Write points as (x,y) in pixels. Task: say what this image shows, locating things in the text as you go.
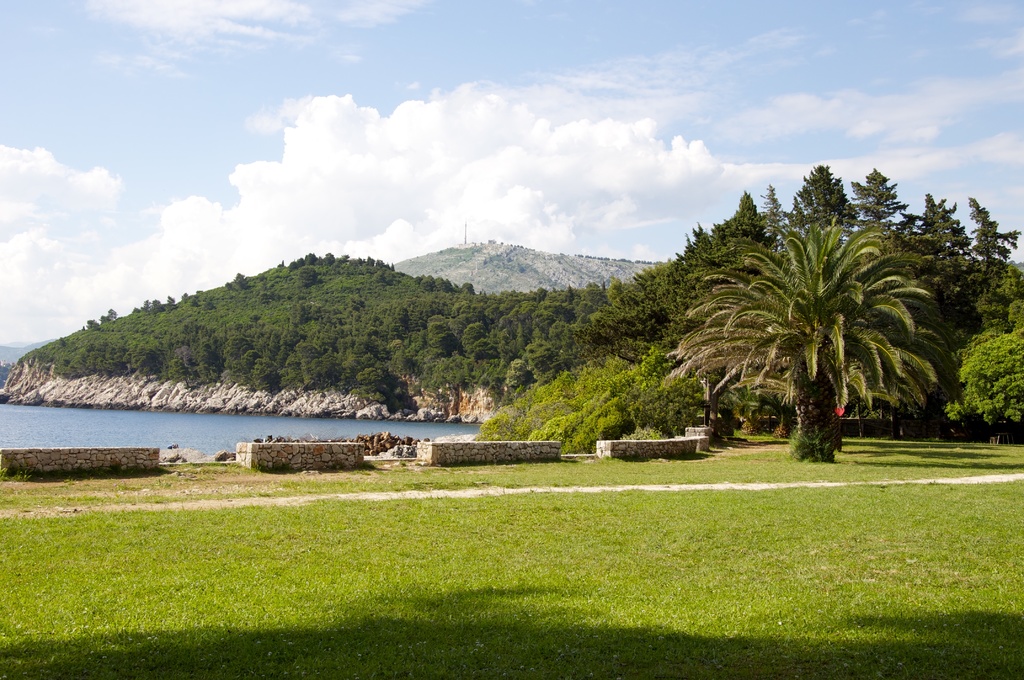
In this picture we can see grass (729,562) on the ground (793,554), here we can see walls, stones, water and in the background (798,107) we can see trees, mountains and sky (646,98) with clouds (646,122).
